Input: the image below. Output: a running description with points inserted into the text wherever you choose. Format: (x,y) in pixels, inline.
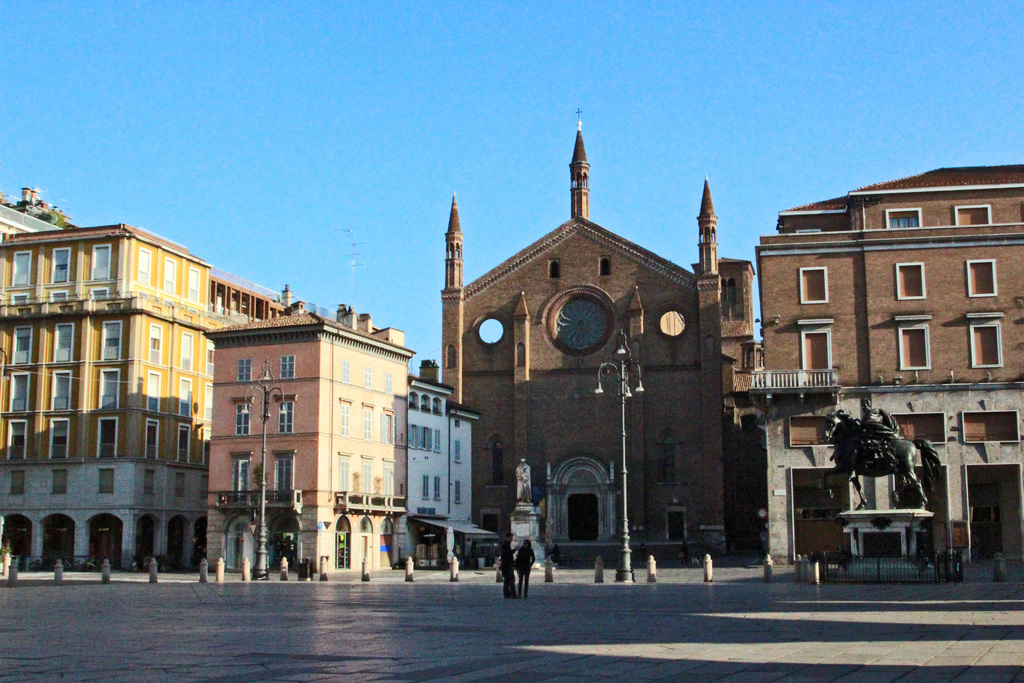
In this picture we can see few buildings (680,455), in front of the buildings (684,459) we can find statues (879,457), poles (622,435) and few people (509,576).
